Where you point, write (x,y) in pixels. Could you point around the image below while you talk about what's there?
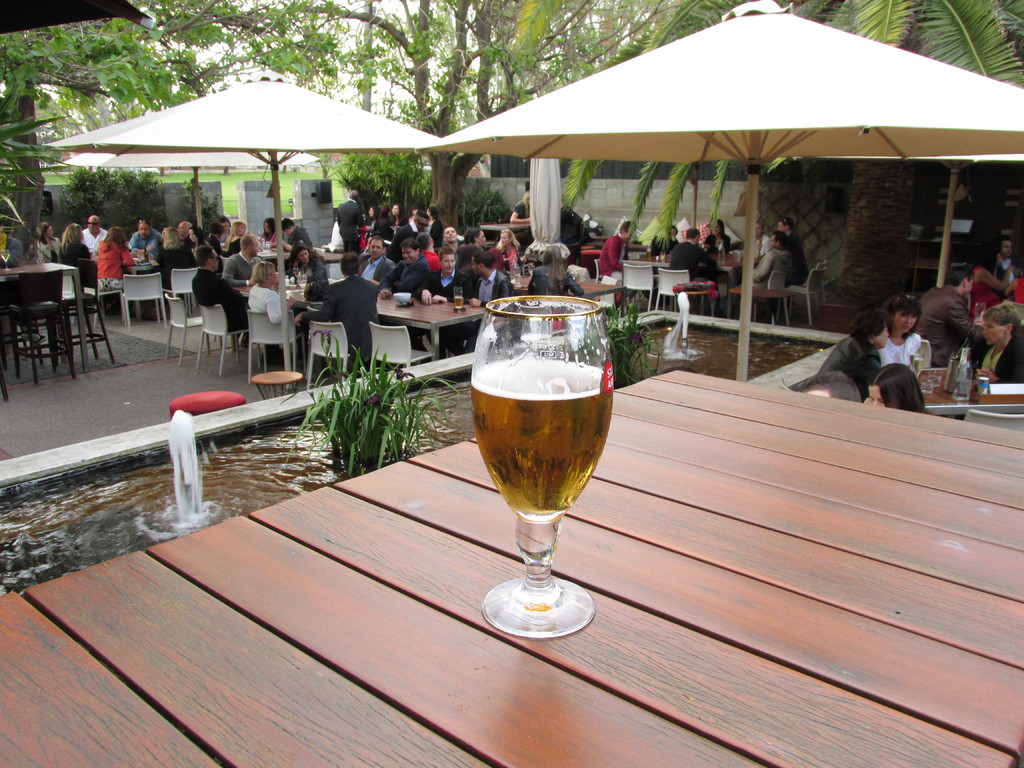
In the center of the image (513,427), we can see a glass (541,468) containing liquid (557,447) is placed on the table (660,619) and in the background (363,234), there are tents (764,161), tables (248,287), chairs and people (693,229) and we can see trees (509,52), plants (353,419) and there is a fountain (191,469).
